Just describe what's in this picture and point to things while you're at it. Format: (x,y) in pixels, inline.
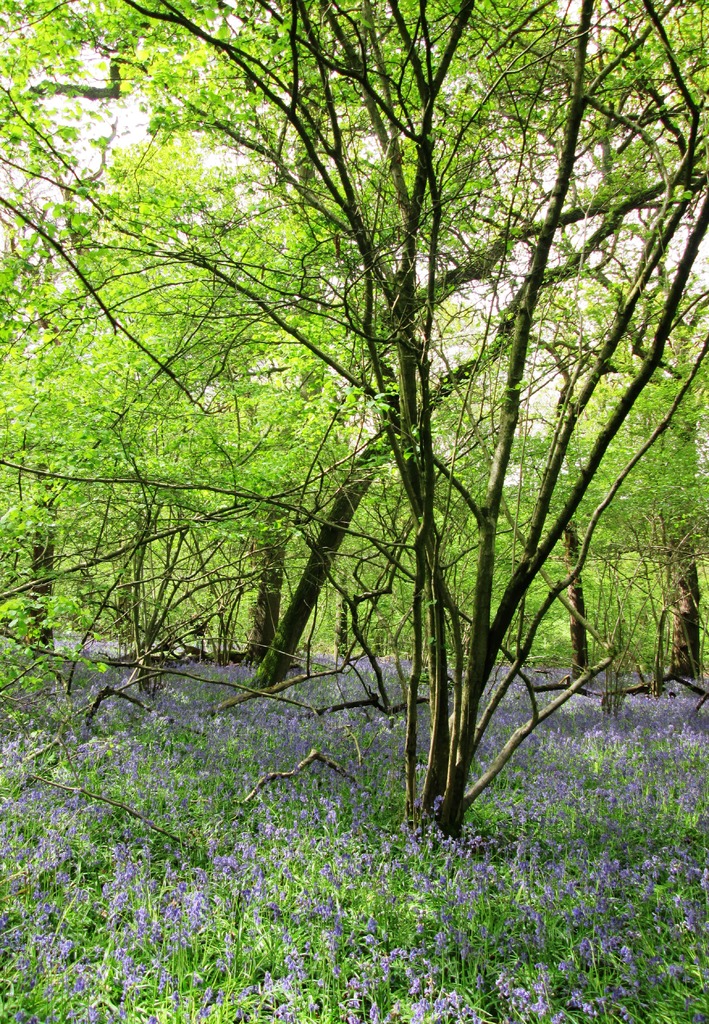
In the center of the image (416,391) we can see trees (492,363), plants (370,568), grass (548,964) and flowers (301,865), which are in violet color.
